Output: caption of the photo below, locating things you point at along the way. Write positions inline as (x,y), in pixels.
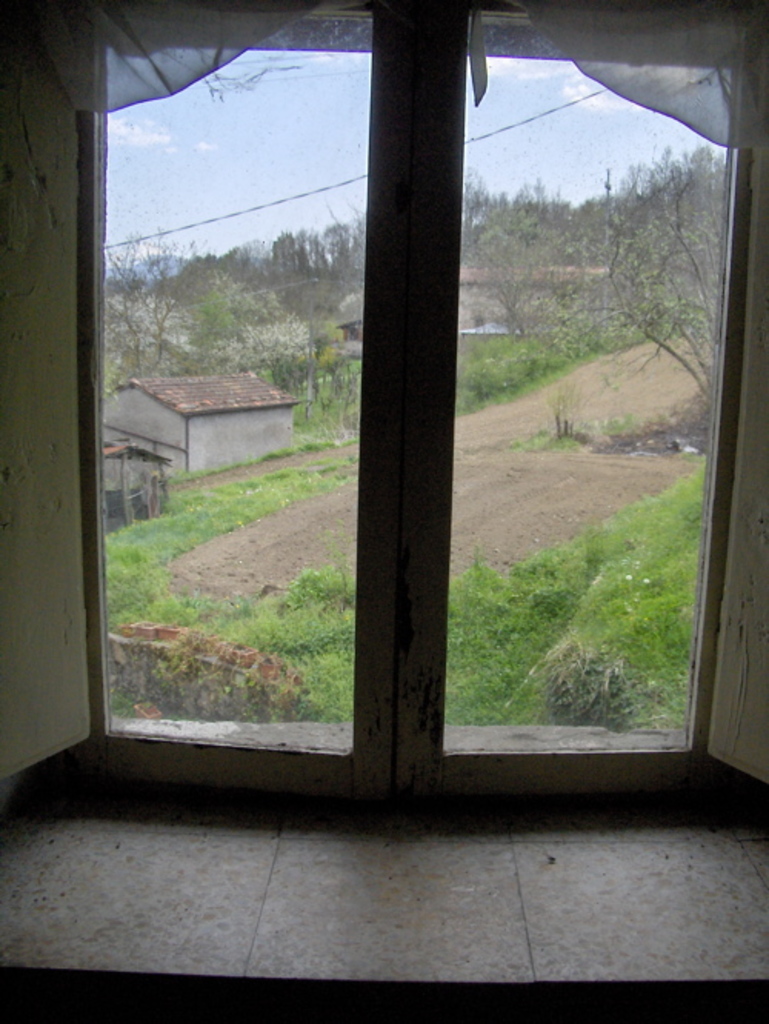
This looks like a window (386,50) with the glass doors (324,58). I can see the houses (262,392), trees (557,225), grass (573,611), road (518,487) and the sky (275,73) through the window (272,155).
